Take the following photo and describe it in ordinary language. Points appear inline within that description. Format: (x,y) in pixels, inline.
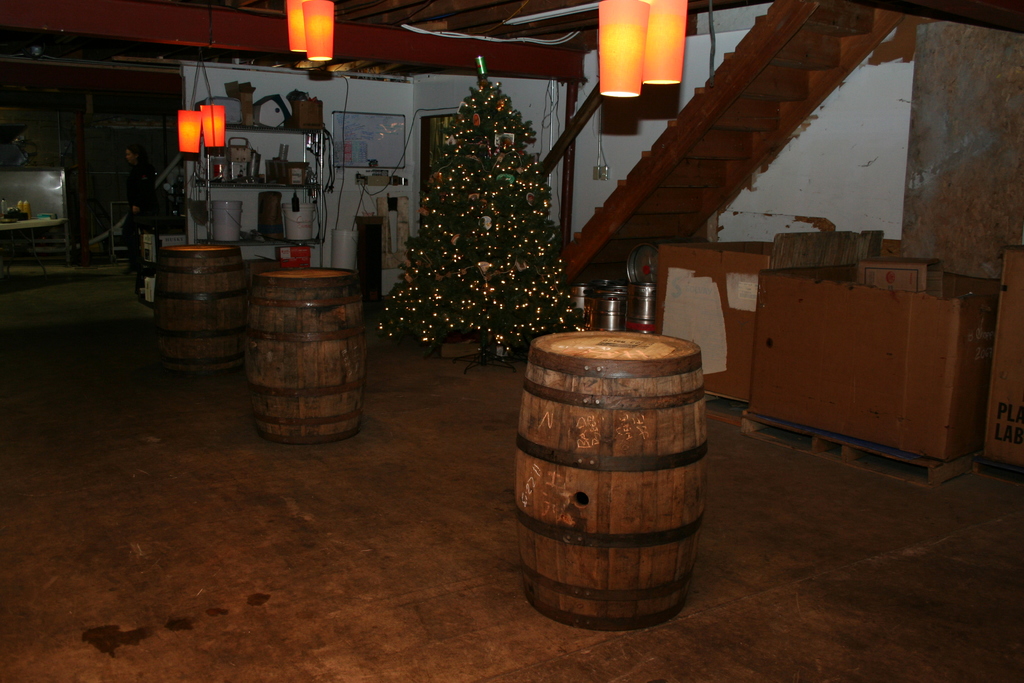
In the center of the image (465,370) we can see barrels (650,350) and an xmas tree (521,341). On the right (738,317) there are boxes (727,332) and stairs (678,144). At the top (202,117) there are lights (659,74). In the background (283,156) there is a shelf (300,158) and we can see things (275,123) placed in the shelf (301,125). On the left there is a door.
